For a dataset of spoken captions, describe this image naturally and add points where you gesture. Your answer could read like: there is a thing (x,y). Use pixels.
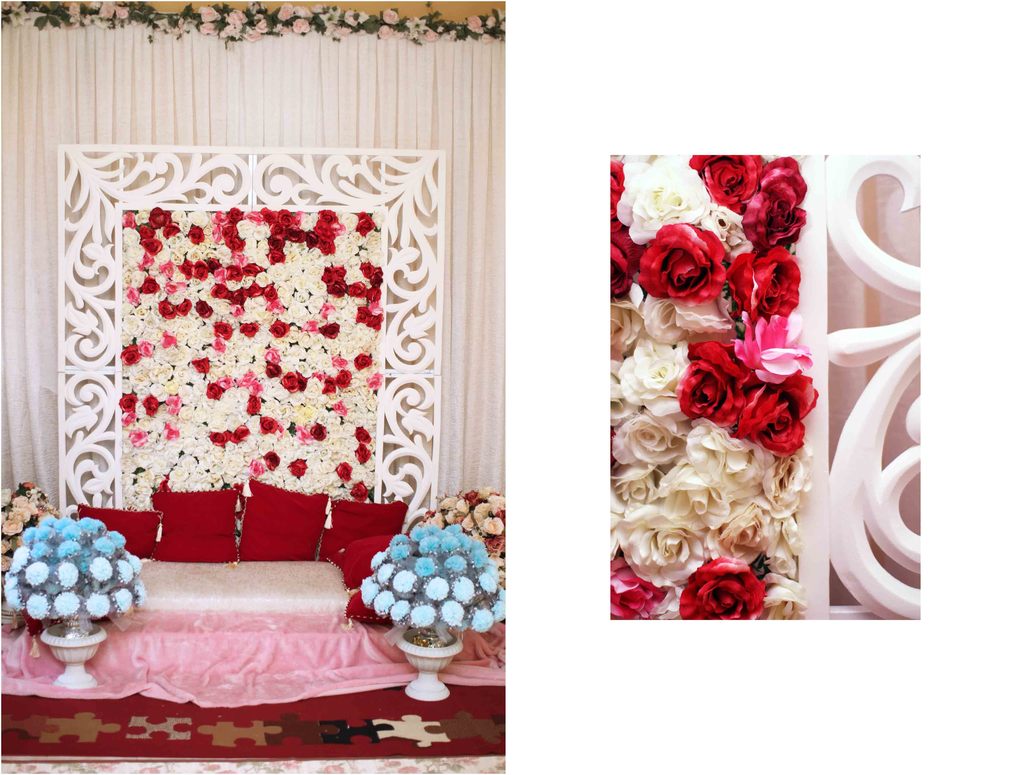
Here we can see collage of two pictures, on the left side (312,535) picture we can see a bed (244,612), there are some pillows (281,509) on the bed (251,607), we can also see flowers (424,599), in the background (413,100) there is a curtain (176,58), on the right side (807,446) picture we can see flowers (740,294).
